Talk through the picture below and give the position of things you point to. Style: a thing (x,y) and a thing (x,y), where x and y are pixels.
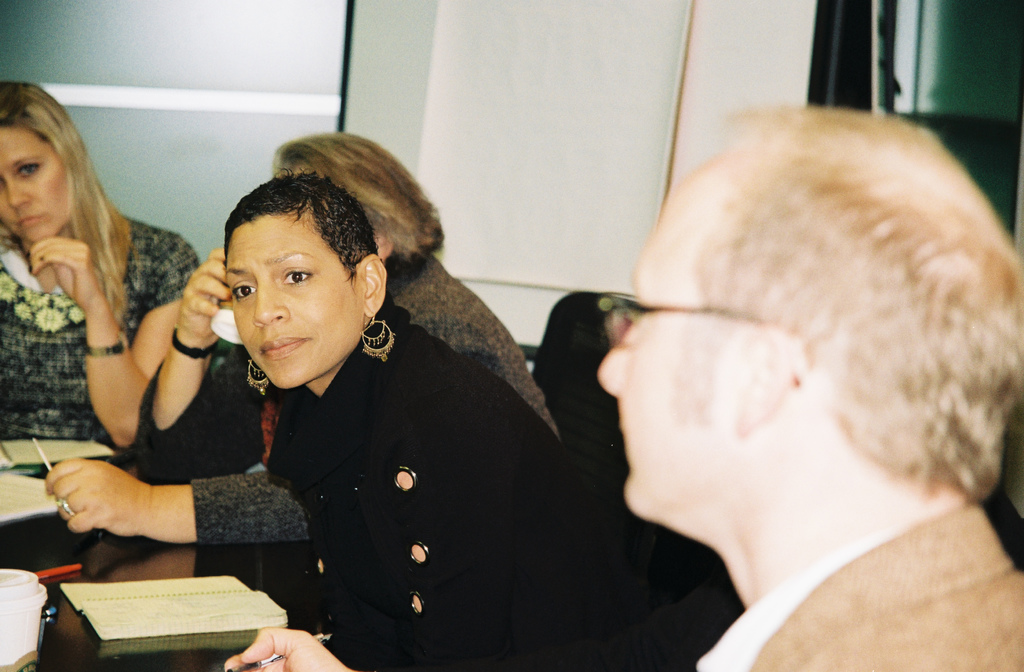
In the picture I can see people (460,480) are sitting on chairs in front of a table (191,663). On the table (137,578) I can see books (108,611) and some other objects (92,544). In the background (153,10) I can see a wall (341,107) and some other objects (517,131).
